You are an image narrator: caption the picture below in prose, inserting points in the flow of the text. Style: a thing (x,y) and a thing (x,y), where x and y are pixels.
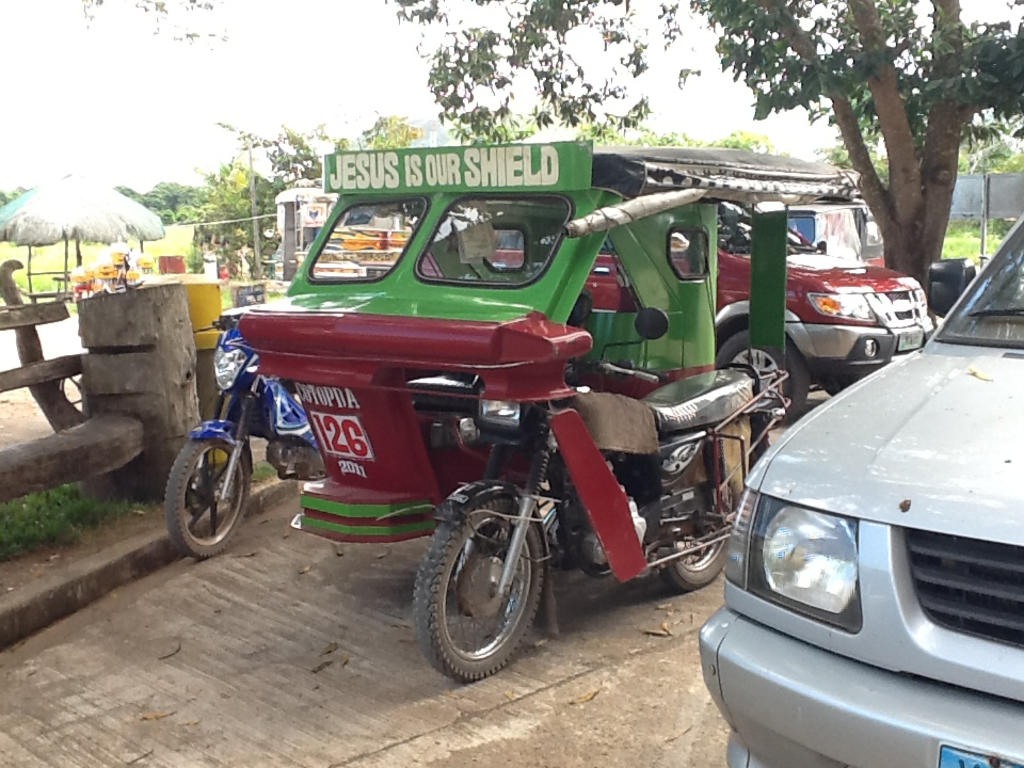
In this image we can see some vehicles (568,487). At the bottom of the image (296,666) there is the floor (319,696). On the left side of the image (112,322) there are some wooden objects (106,304) and other objects (97,223). In the background of the image (564,110) there are some trees (948,24) and the sky (656,124).
